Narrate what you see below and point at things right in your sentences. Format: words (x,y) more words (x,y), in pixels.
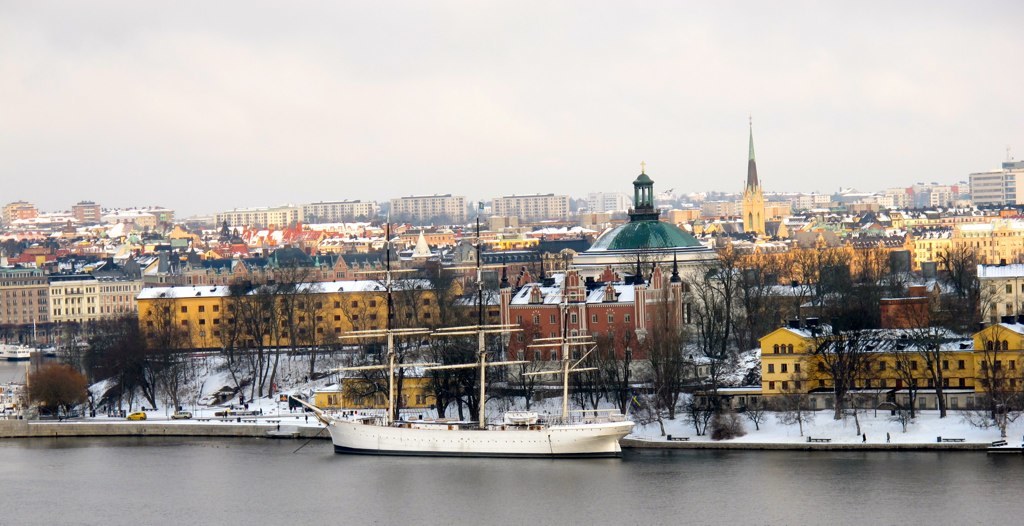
In this picture there is water (499,488) at the bottom side of the image (499,488) and there are buildings (77,211), trees (396,324), and cars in the image, there is snow floor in the image.
